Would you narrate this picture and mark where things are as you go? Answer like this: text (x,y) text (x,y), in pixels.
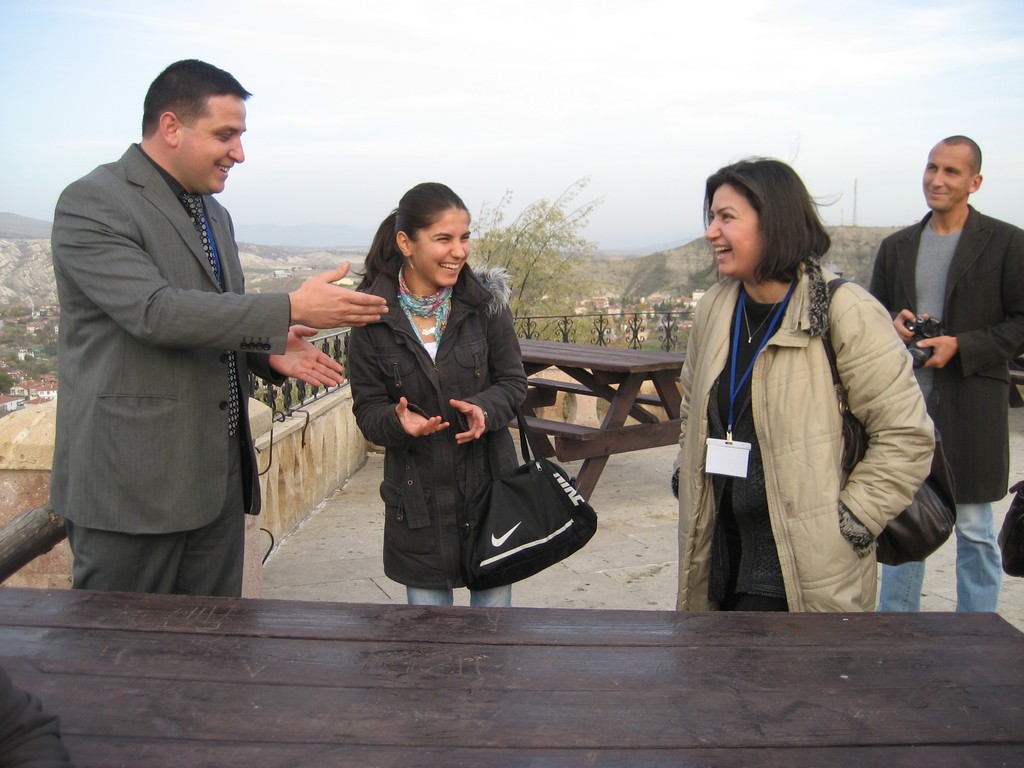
In this image I can see four persons (958,188) standing. There are tables (350,708), iron grilles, buildings (653,303), trees (526,234), hills (578,262) and in the background (602,150) there is sky (835,123).
